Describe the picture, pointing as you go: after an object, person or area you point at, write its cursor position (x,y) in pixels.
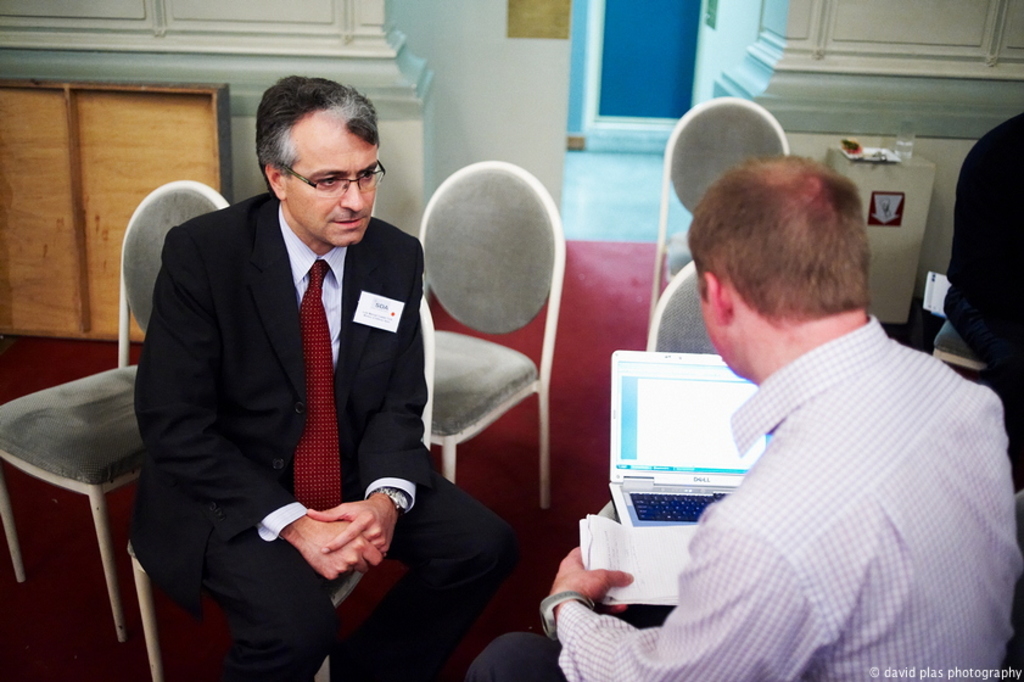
On the left side of the image (334,496) we can see a man (273,604) is sitting on a chair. On the right side of the image (829,420) we can see two persons (811,454) are sitting on the chairs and a man (704,586) is holding a paper (662,552), in-front of him we can see a laptop (674,522). In the background of the image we can see the chairs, cupboard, wall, door (607,64), table (891,184). On the table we can see a glass (906,153) and other objects (865,160). In the background of the image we can see the floor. In the bottom right corner (902,670) we can see the text (917,681).
